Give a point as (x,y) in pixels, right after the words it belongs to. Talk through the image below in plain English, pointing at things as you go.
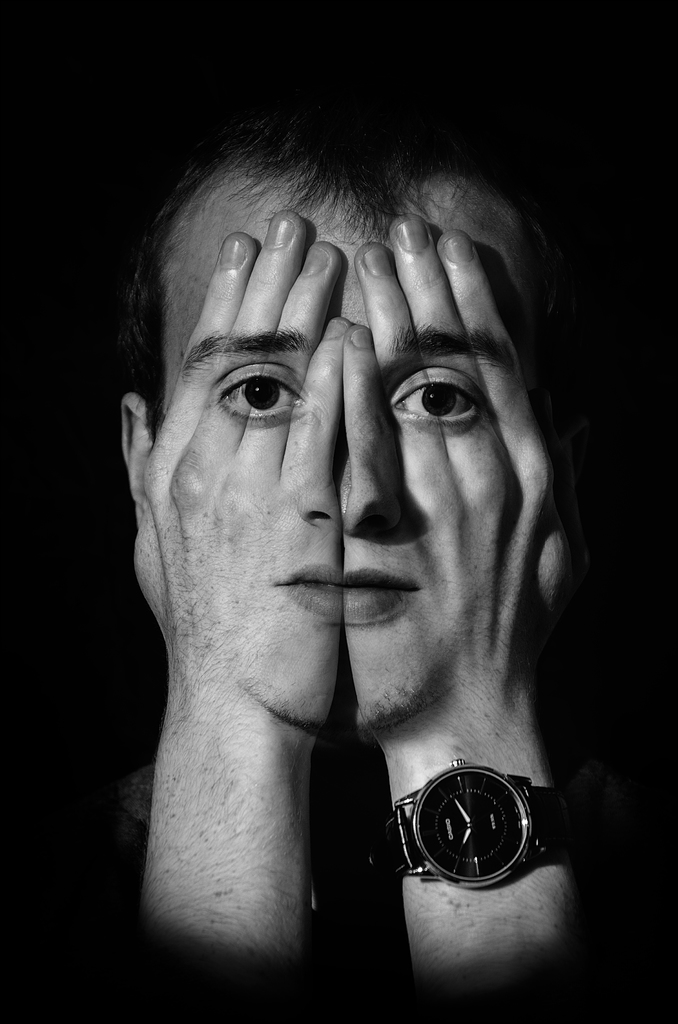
In this black and white image, we can see a person (518,623) on the dark background. This person (464,679) is covering face (229,502) with hands (483,366) but we can see a face (260,635) on hands (477,545).
